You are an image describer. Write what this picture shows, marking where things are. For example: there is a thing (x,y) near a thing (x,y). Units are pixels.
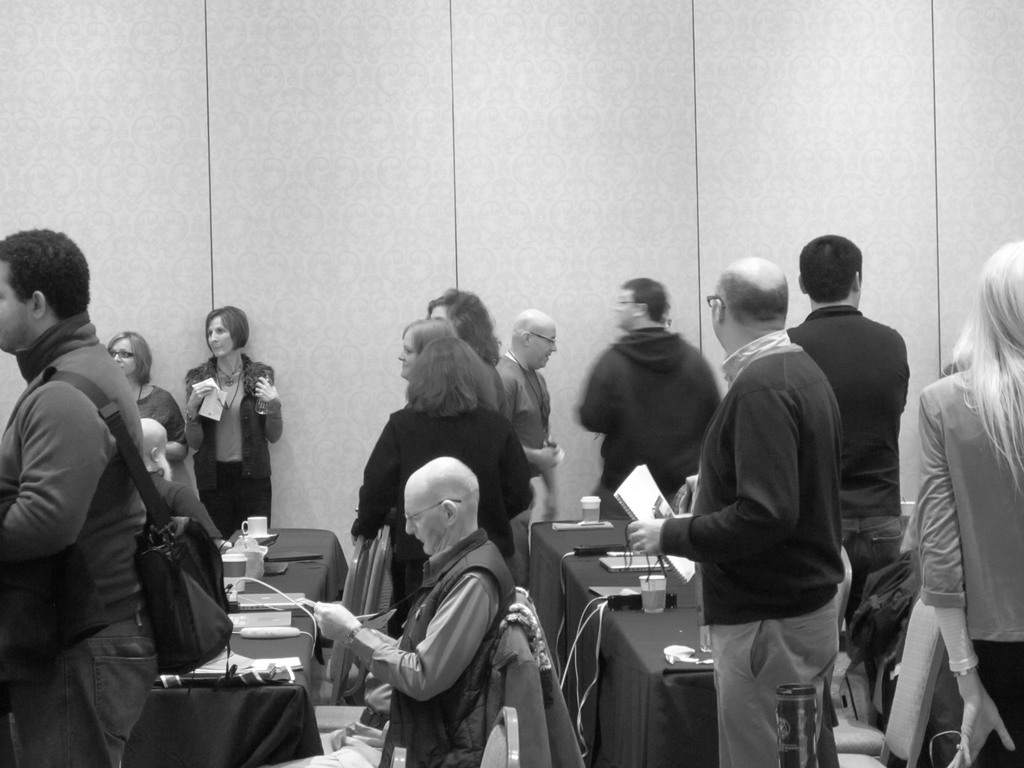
In this picture we can see some people (259,443) standing here, this man (462,657) is sitting on a chair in front of a table (284,687), we can see glasses (644,598) and a laptop (637,565) on this table (270,689), in the background (573,135) we can see a wall (607,217).
